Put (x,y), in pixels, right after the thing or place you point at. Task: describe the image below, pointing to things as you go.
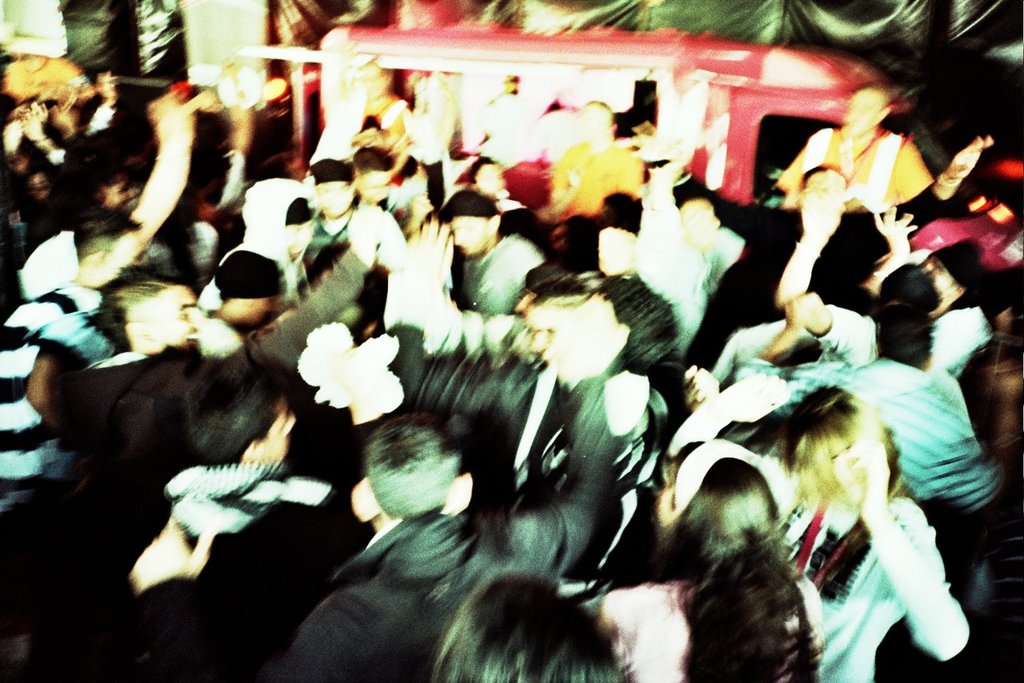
In this image we can see crowd (616,335). In the background (606,22) there is a vehicle (601,34) and we can see a curtain (658,19).
